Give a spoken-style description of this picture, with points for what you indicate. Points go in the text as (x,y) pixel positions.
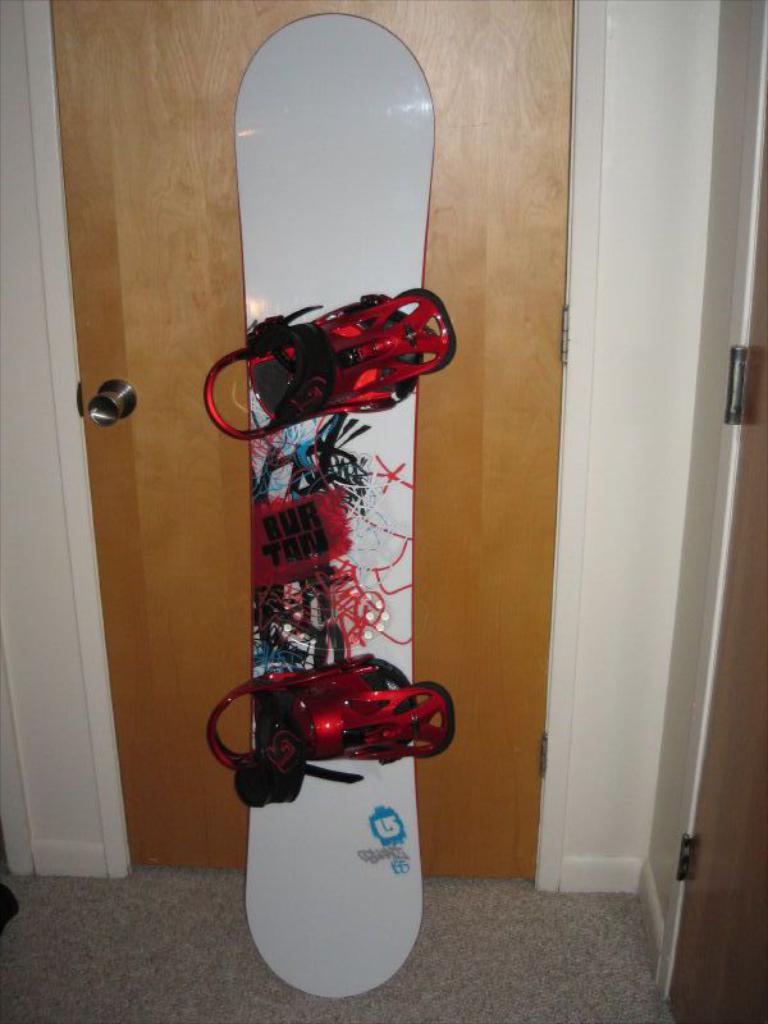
In this image we can see a snowboard (356,539) on the floor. We can also see a door (160,693) and a wall (631,734).
